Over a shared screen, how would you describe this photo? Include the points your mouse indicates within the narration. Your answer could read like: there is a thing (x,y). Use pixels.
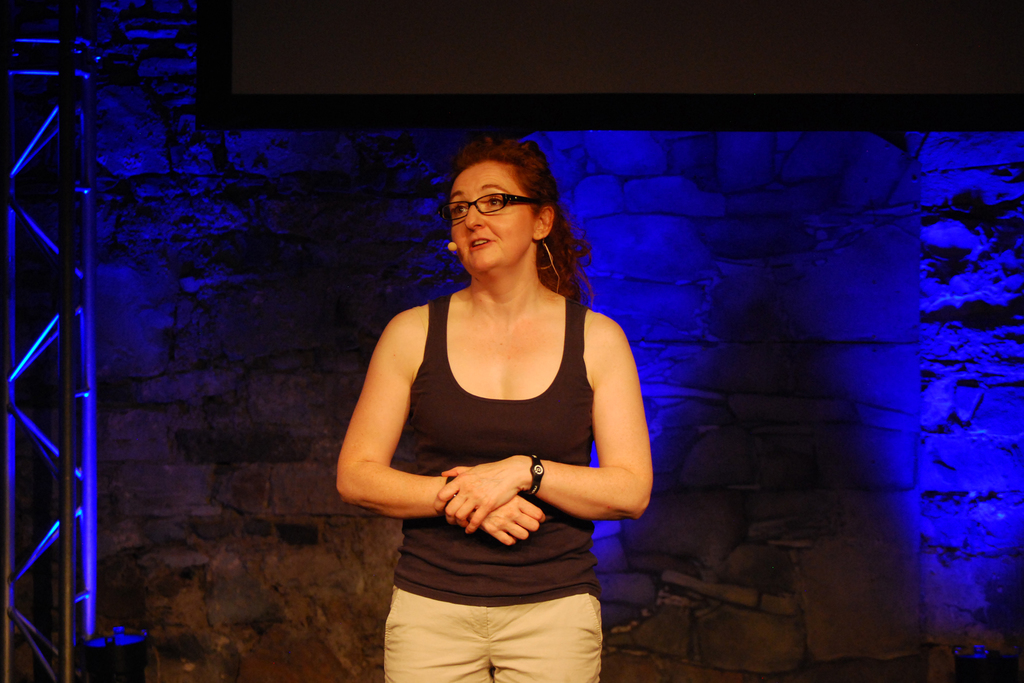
In the center of the image (503,277) there is a woman (497,337) standing on the floor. In the background (213,382) there is a wall (713,141) and screen (681,79).
